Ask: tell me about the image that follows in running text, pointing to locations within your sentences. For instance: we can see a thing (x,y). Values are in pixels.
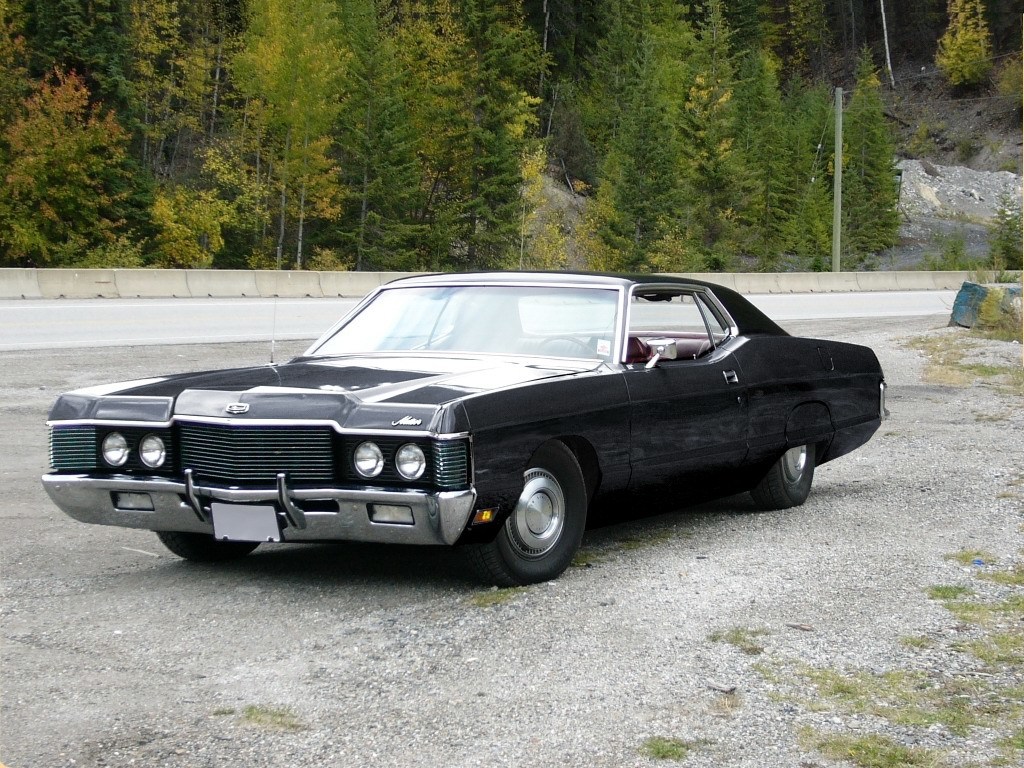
In this image I can see a car (392,430) visible on road (412,568) at the top (596,202) I can see trees (813,125) and poles (837,212) and in the middle (342,285) I can see the wall (138,285).
